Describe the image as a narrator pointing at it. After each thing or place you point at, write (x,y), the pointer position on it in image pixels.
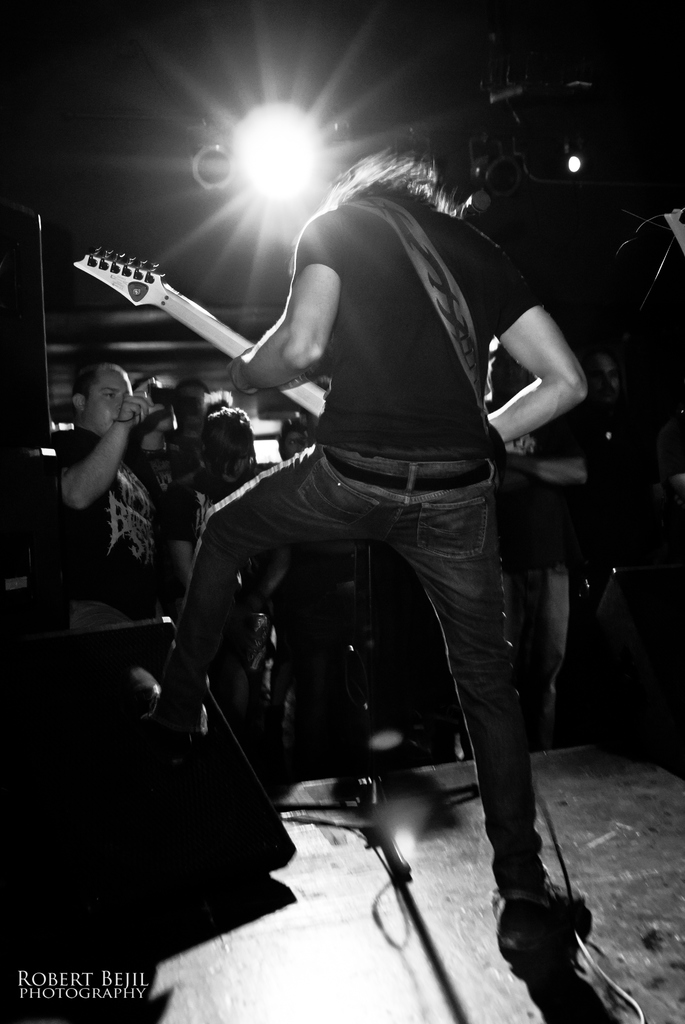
There is a man (313,327) standing at the center (265,343). He is holding a guitar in his hand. In the background (132,499) there is a one man (133,471) on the left side (87,490) is capturing an image.
